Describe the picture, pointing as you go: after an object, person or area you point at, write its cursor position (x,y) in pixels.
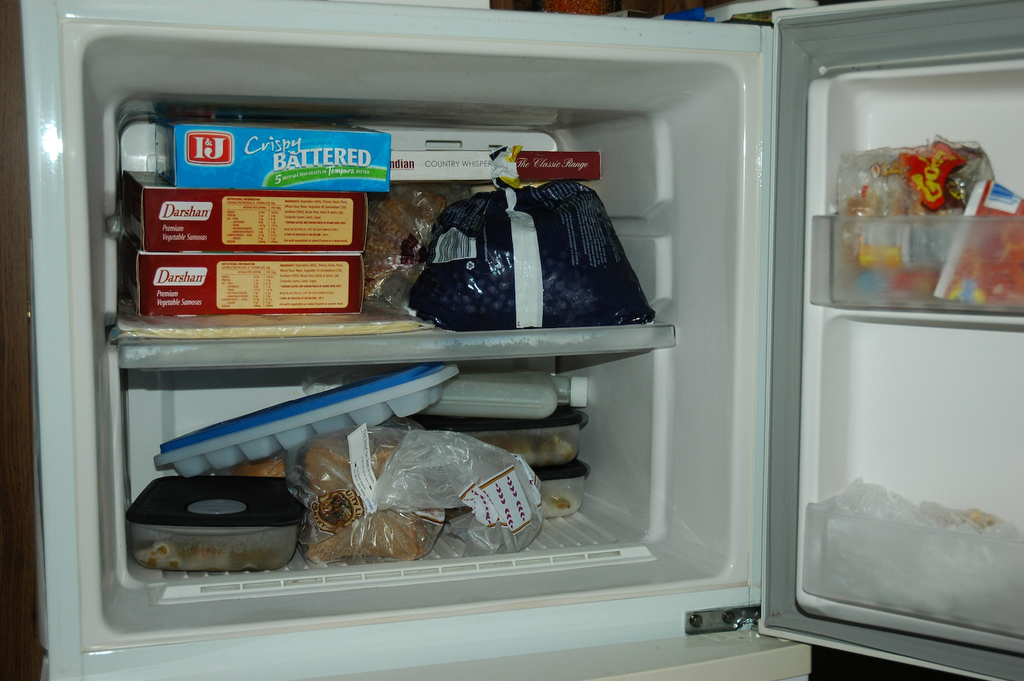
In this image in the center (411,441) there is a fridge (124,235) and in the fridge (654,407) there are some boxes (203,306), ice cubes (390,409), tray (252,432), covers (407,289) and some other objects (491,162). In the background (759,16) there are some other objects (759,16).
